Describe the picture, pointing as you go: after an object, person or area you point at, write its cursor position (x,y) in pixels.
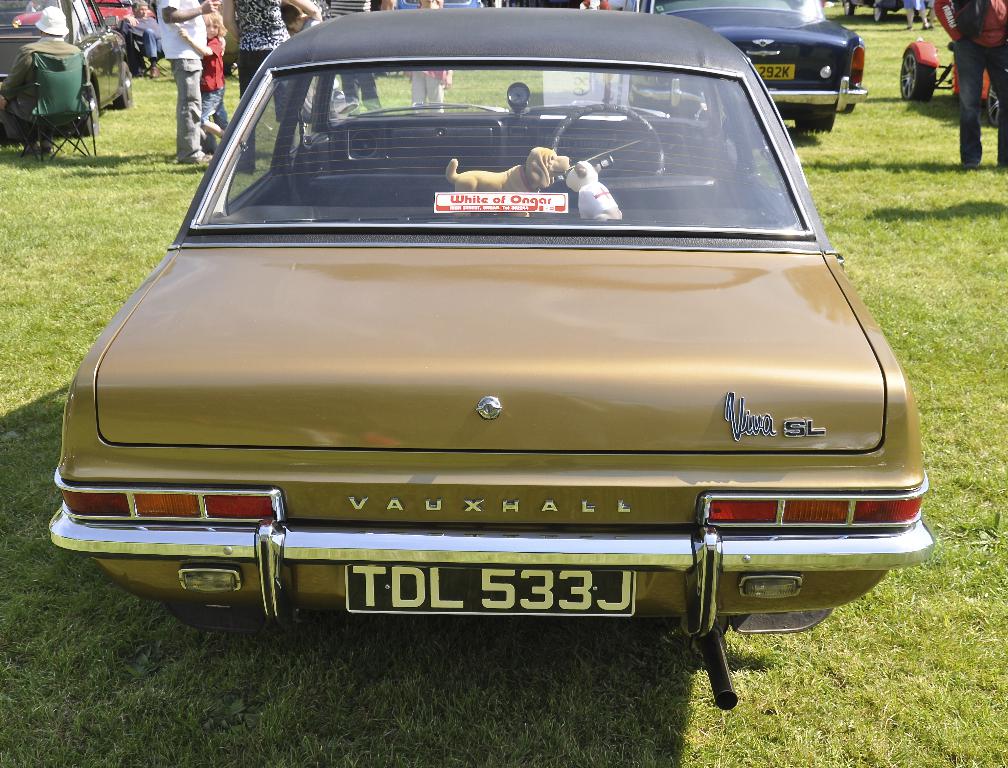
In this image we can see some cars (493,225) and some persons (47,46) standing at the foreground of the image (548,376) there is a car (413,414) which is of brown color and at the background of the image (855,169) there is grass (937,160).
